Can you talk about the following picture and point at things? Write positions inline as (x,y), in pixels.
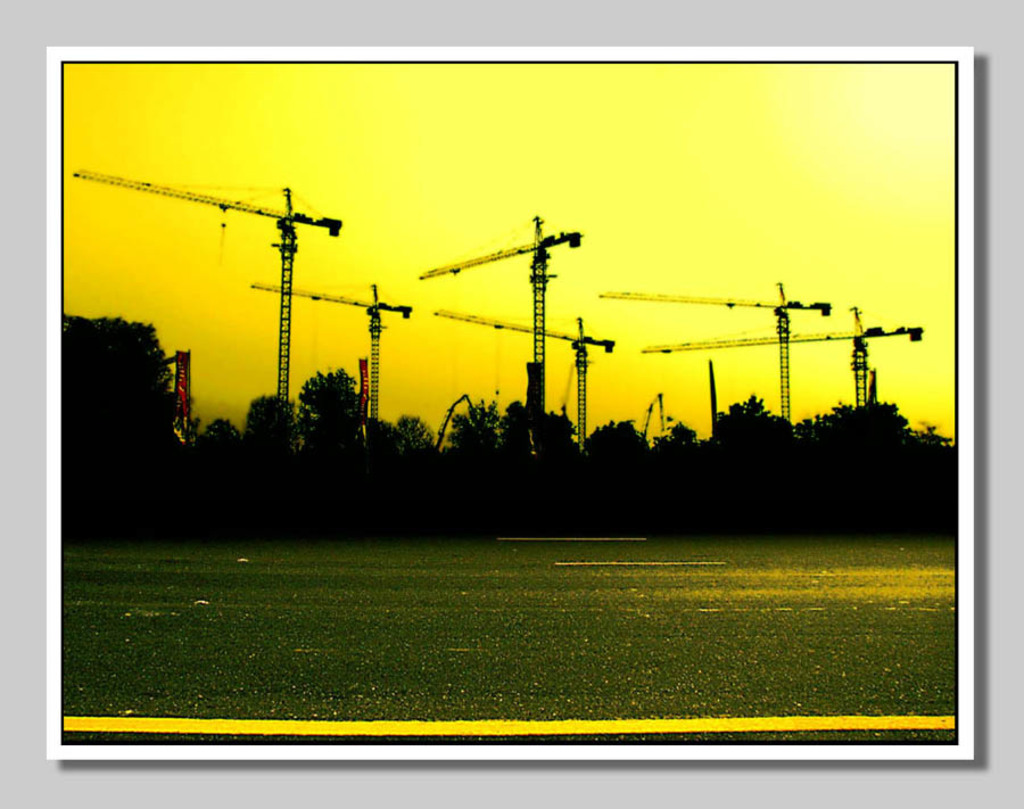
In the picture I can see a road (612,619) which has few trees (604,527) beside it and there are few cranes (581,321) in the background (499,332).
